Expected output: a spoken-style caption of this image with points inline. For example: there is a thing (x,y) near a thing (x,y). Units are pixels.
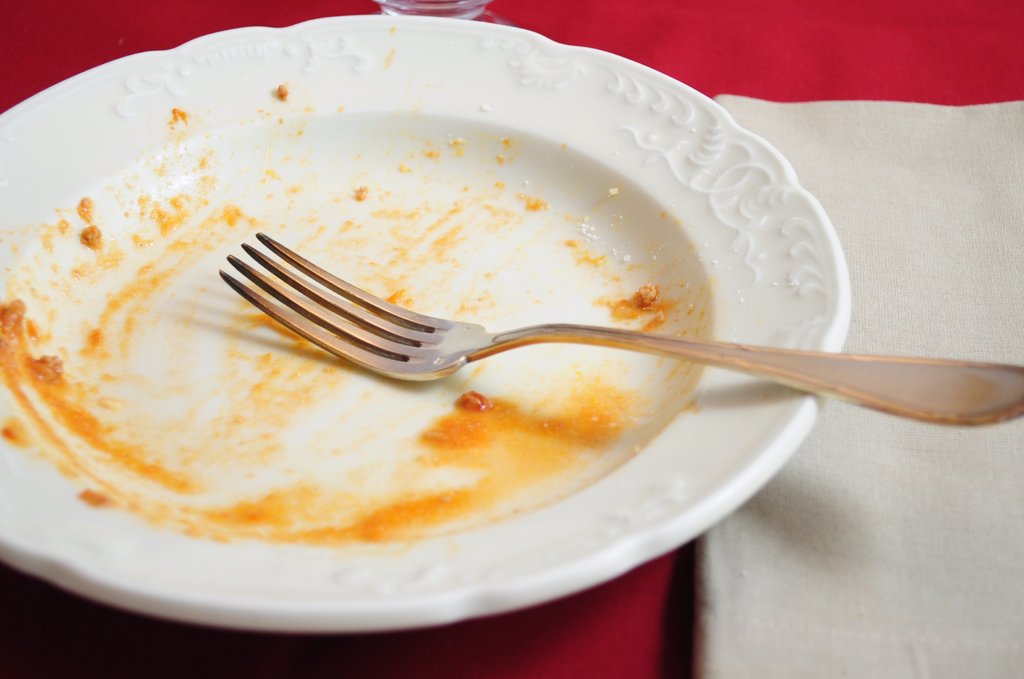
In this picture I can see a white plate (277,152) in front (249,392) on which there is a fork (908,378) and I see the white color thing (865,219) on the right side of this image (863,200) and these 2 things (589,193) are on the red color surface (501,16).
